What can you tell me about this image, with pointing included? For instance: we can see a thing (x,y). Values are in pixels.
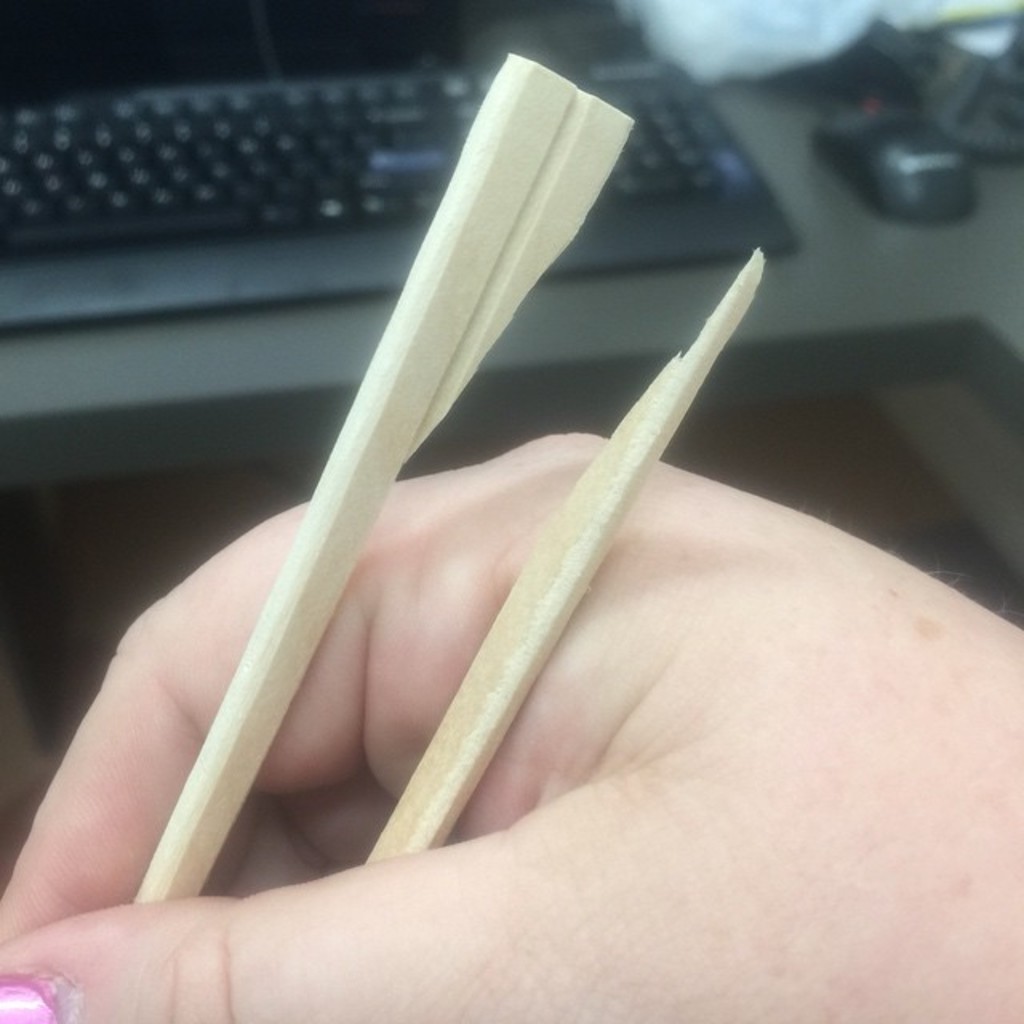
In Front (926,892) portion of the picture we can see a human's hand (709,910) holding a pair of wooden chopsticks (384,829). Here on the desk (949,275) we can see a keyboard (67,177) and a mouse (956,184).
